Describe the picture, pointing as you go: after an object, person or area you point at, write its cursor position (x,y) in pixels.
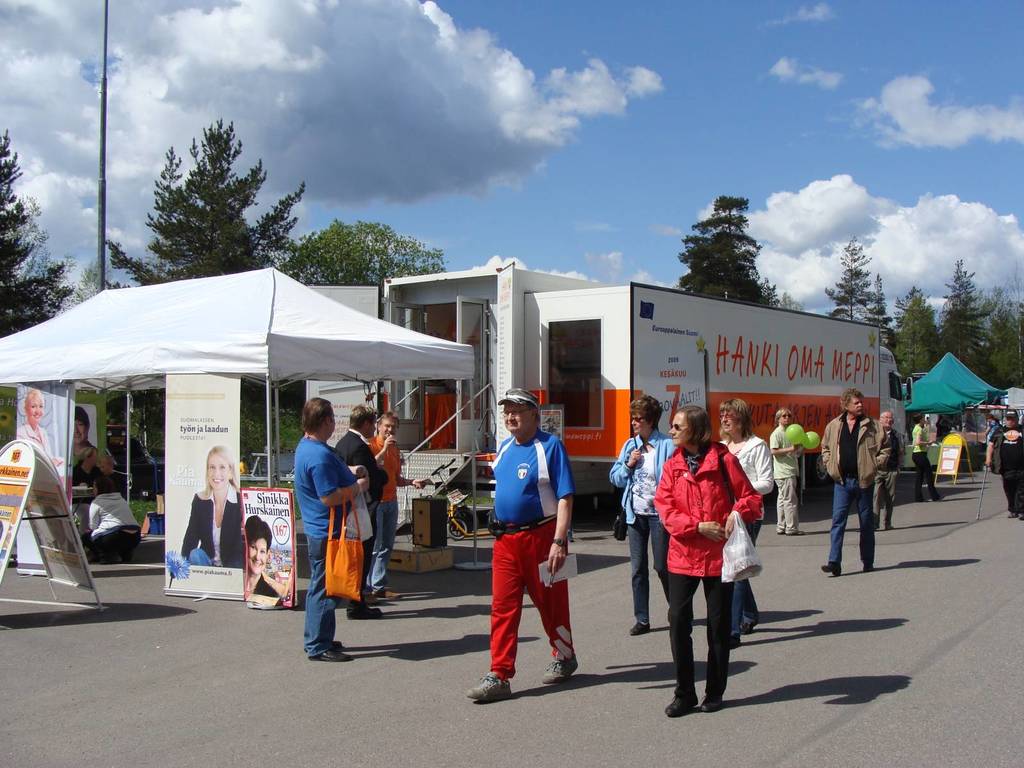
In this picture we can see a group of people (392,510) walking on the road (424,702), balloons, bag (347,591), boards (266,496), tents (953,361), posters (223,459), vehicles (817,336), trees (967,340), poles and some people (318,601) are standing and some objects (425,550) and in the background (362,64) we can see the sky (753,62) with clouds (591,62).
